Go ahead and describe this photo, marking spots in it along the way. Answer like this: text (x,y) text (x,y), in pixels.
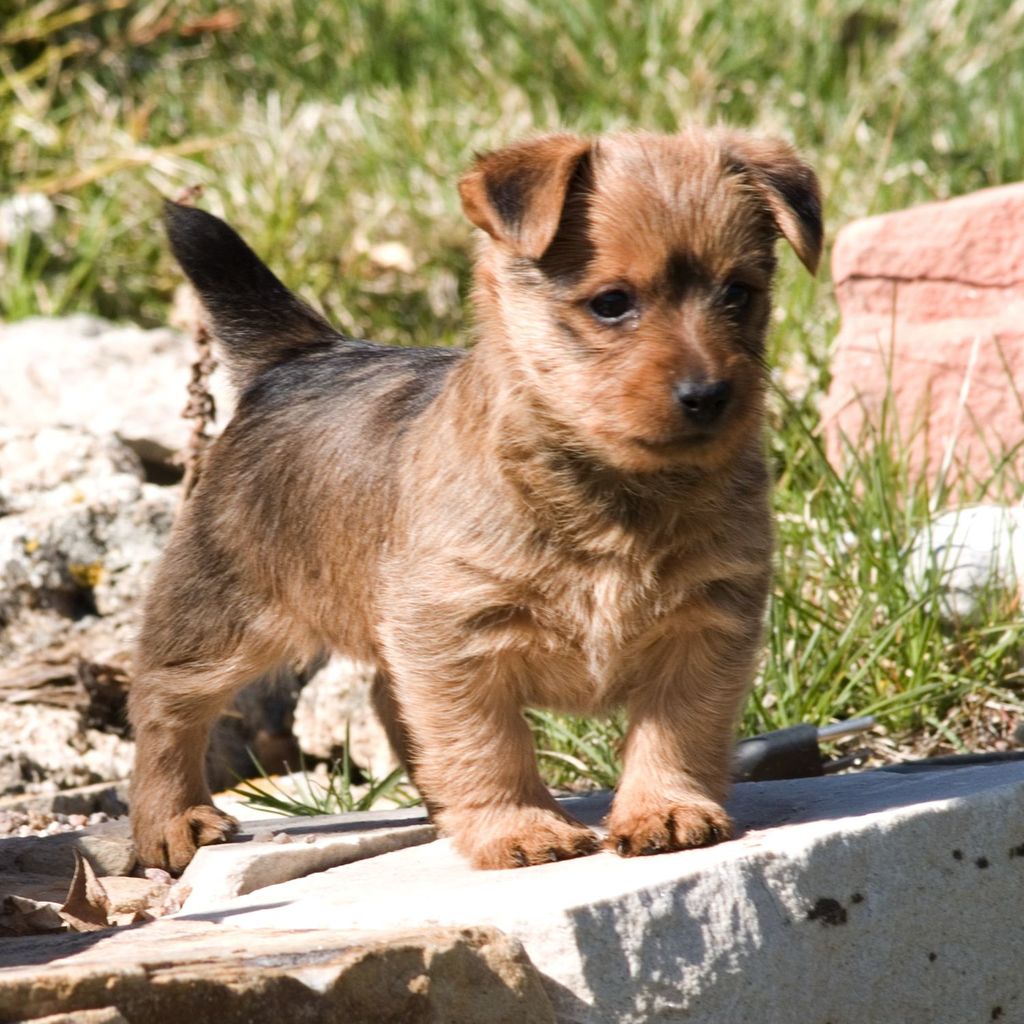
In this image we can see a dog (588,568) standing on the stone (400,888) and grass (508,84) in the background (377,80).
